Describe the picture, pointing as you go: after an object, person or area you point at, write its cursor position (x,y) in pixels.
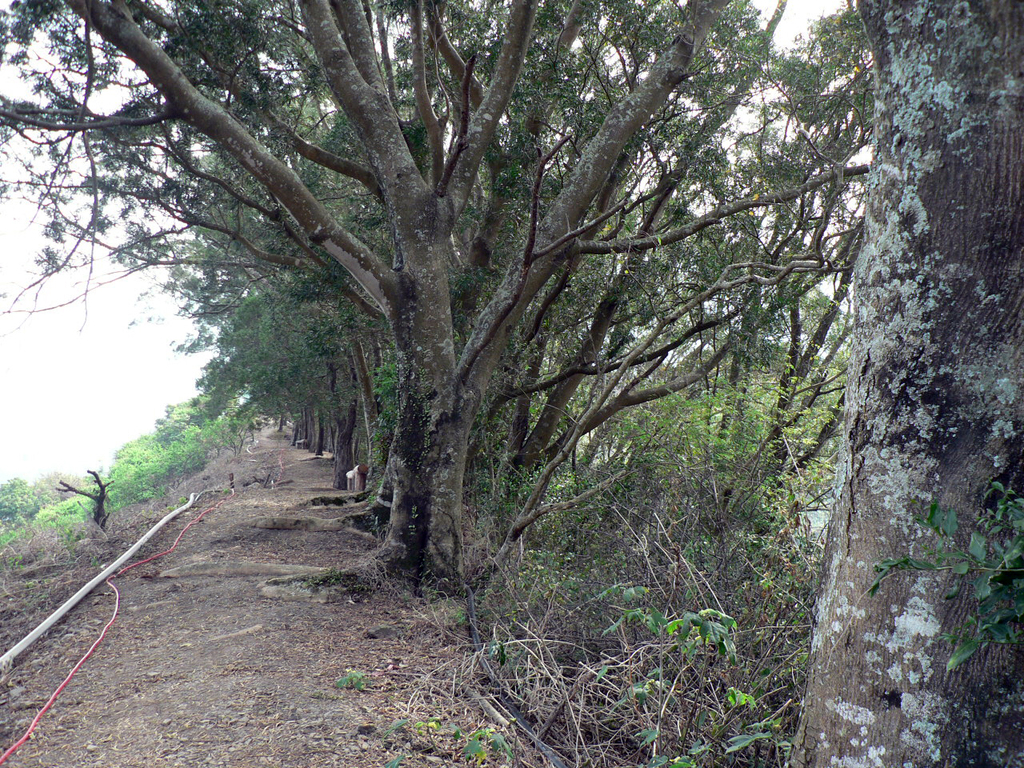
In this image we can see many trees (935,586) and the sky (78,429) in the background (293,315).
